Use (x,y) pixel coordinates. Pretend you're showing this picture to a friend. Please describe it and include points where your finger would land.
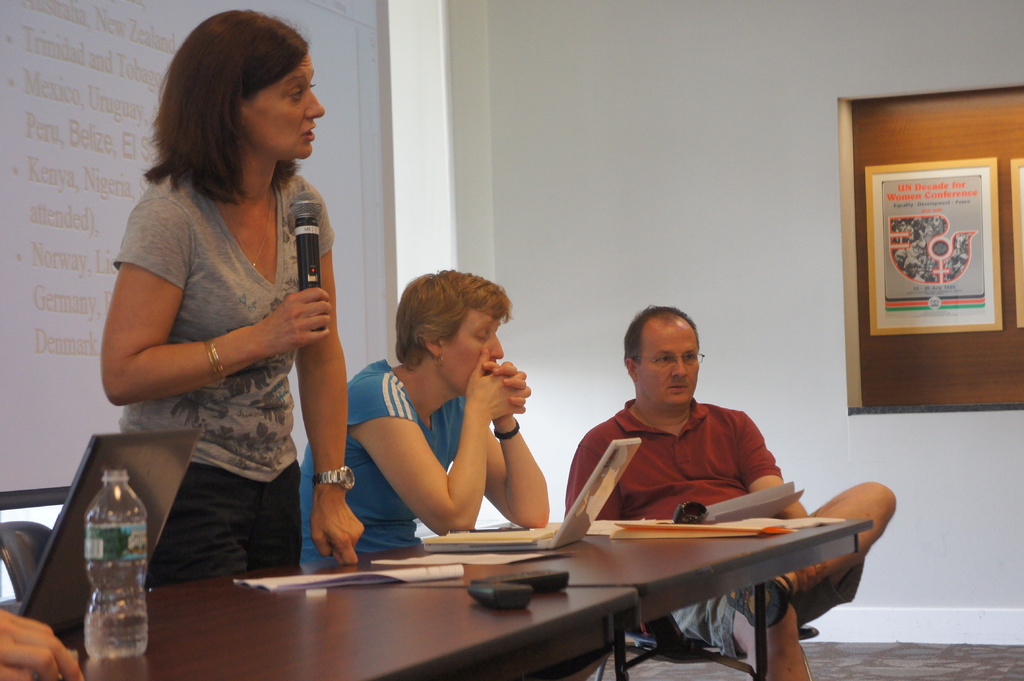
This image is taken in a meeting room (860,347). There are three persons (221,463) in this room (410,427). In the background (36,347) there is a projector screen (292,9) with a text (50,276). In the left side of the image (227,629) there is a table (584,592) which has laptop (591,503), remote (508,580), water bottle (121,594), papers (379,573) and a book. In the middle of the image (664,437) a man (665,439) who is sitting on a chair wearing a spectacles (692,355). In the background (703,163) there is a wall (665,186) which has a frame (923,225). In the left side of the image (330,501) a woman (185,371) is standing with holding a mic (299,279). There is a chair (39,530), there is a floor mat (867,655).
